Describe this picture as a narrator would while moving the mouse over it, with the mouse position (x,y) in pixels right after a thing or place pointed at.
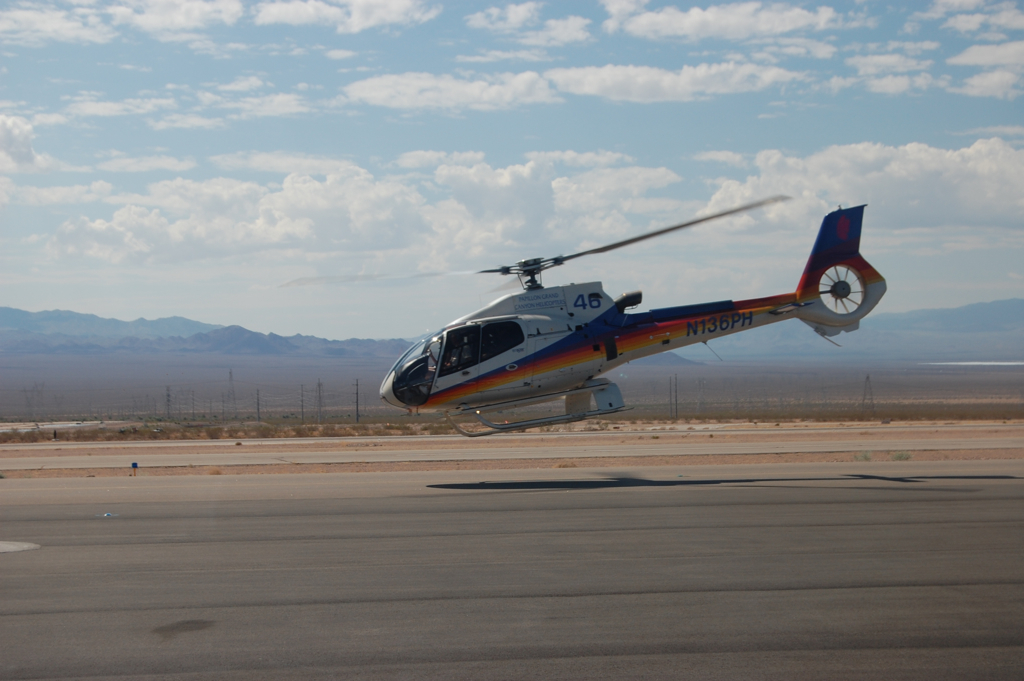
In the picture there is a helicopter (656,343) landing on the ground (224,544) and in the background (138,335) there are many mountains (268,335).
